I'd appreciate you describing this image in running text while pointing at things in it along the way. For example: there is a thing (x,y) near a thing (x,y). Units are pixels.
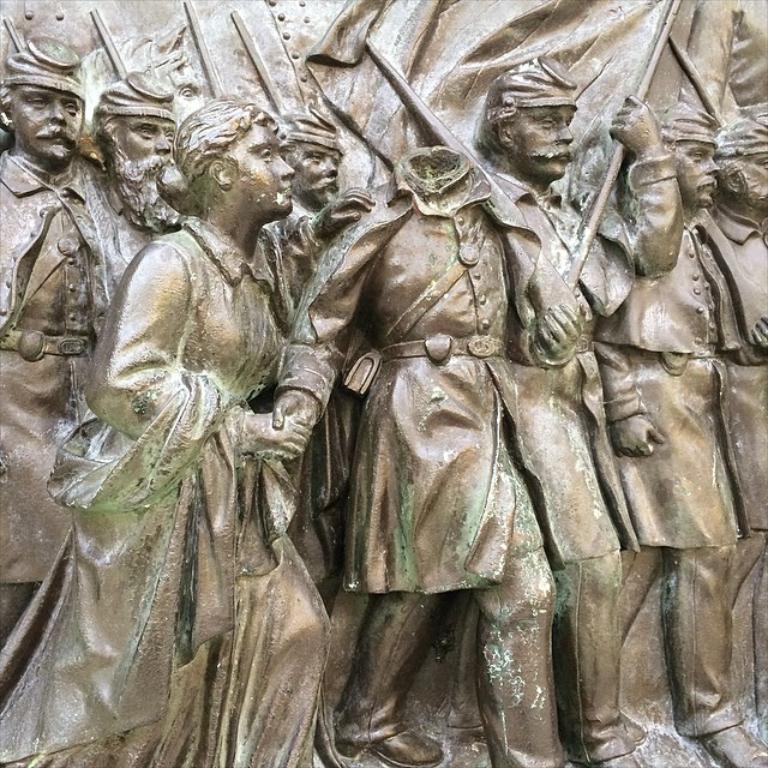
In this image I can see the statues (380,370) of some people (438,370).
